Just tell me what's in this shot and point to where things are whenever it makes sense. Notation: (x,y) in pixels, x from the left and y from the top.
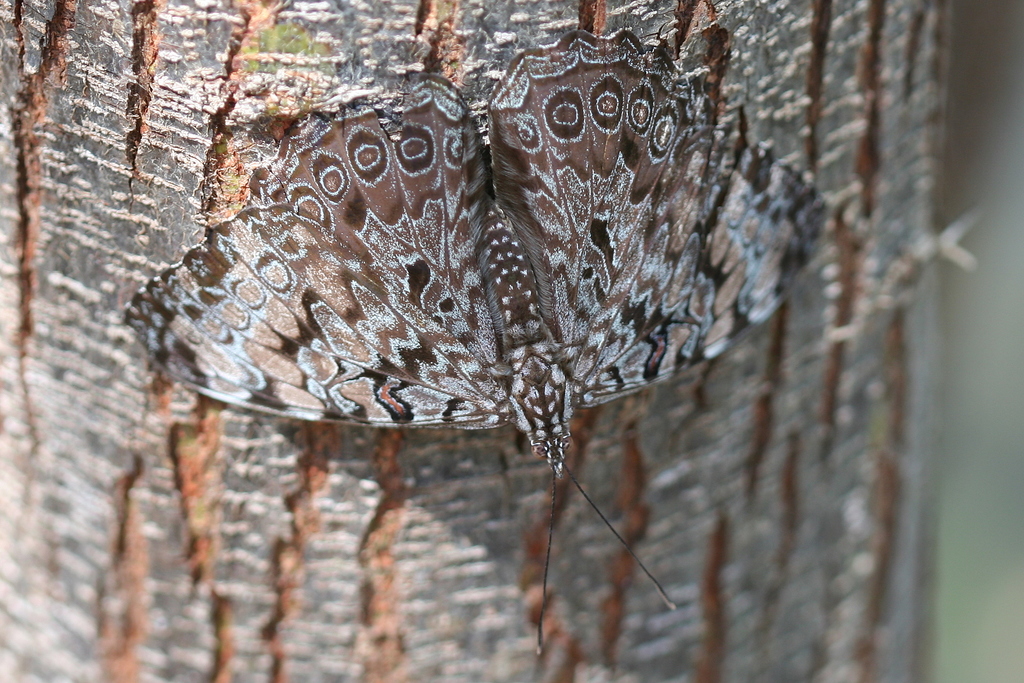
In this image we can see a butterfly (518,234) on the bark (811,561) of a tree (184,415).
